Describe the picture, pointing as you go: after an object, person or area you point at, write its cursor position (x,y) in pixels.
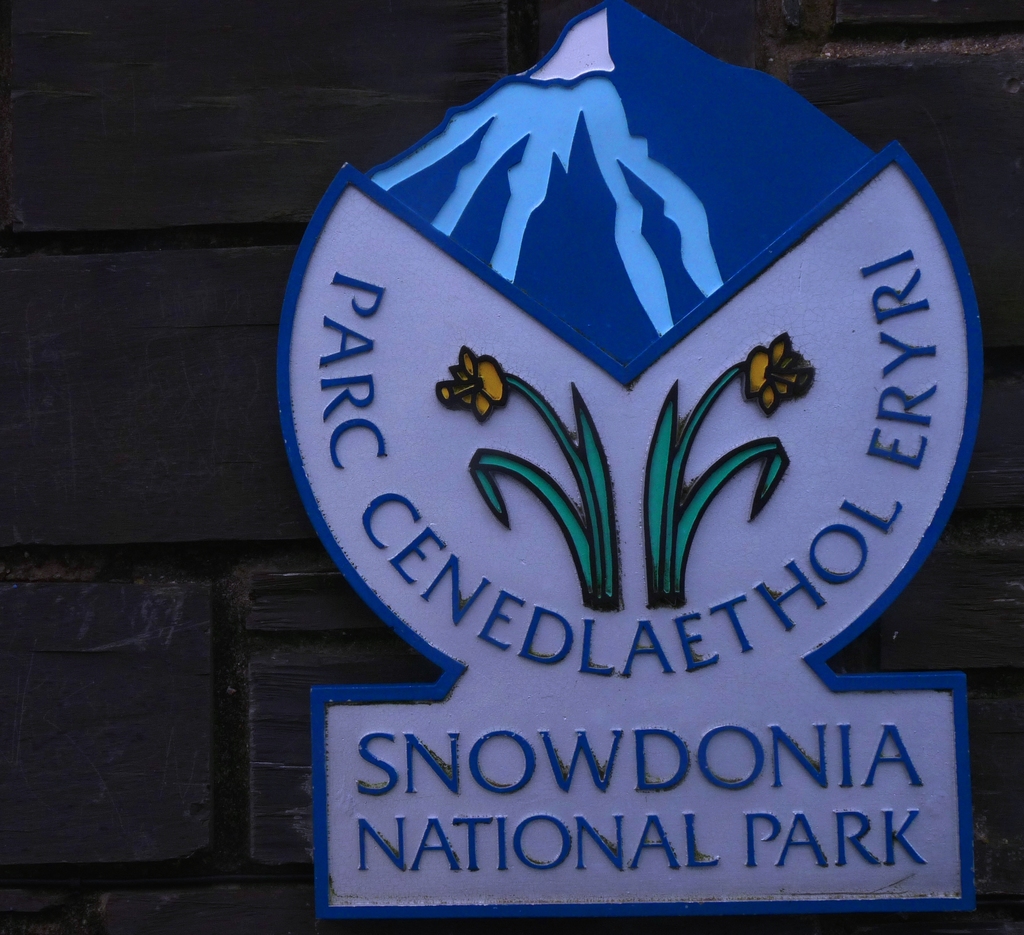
In this image we can see the board (335,564) with text (684,636) and image (557,282) attached to the wall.
